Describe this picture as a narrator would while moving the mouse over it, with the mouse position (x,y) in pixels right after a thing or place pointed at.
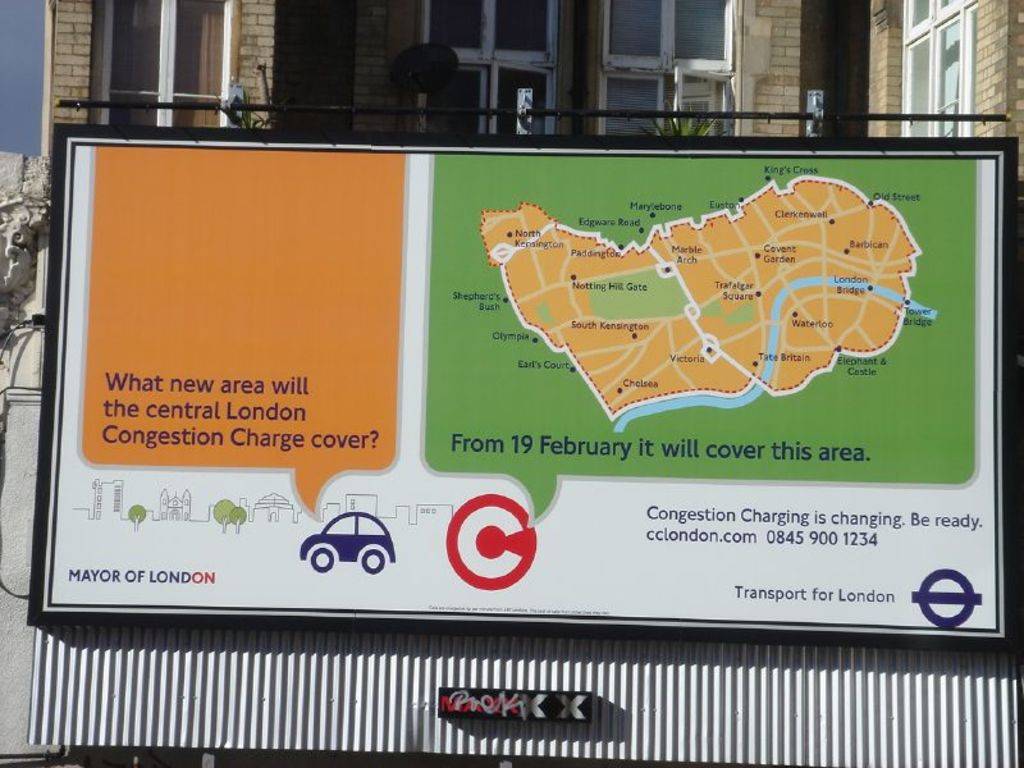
In the foreground of this image (431,446), there is a board (450,539) and a metal sheet (317,700). At the top (184,83), there are windows (477,45) of a building (948,49), few plants (685,134) and the wall (384,35).
